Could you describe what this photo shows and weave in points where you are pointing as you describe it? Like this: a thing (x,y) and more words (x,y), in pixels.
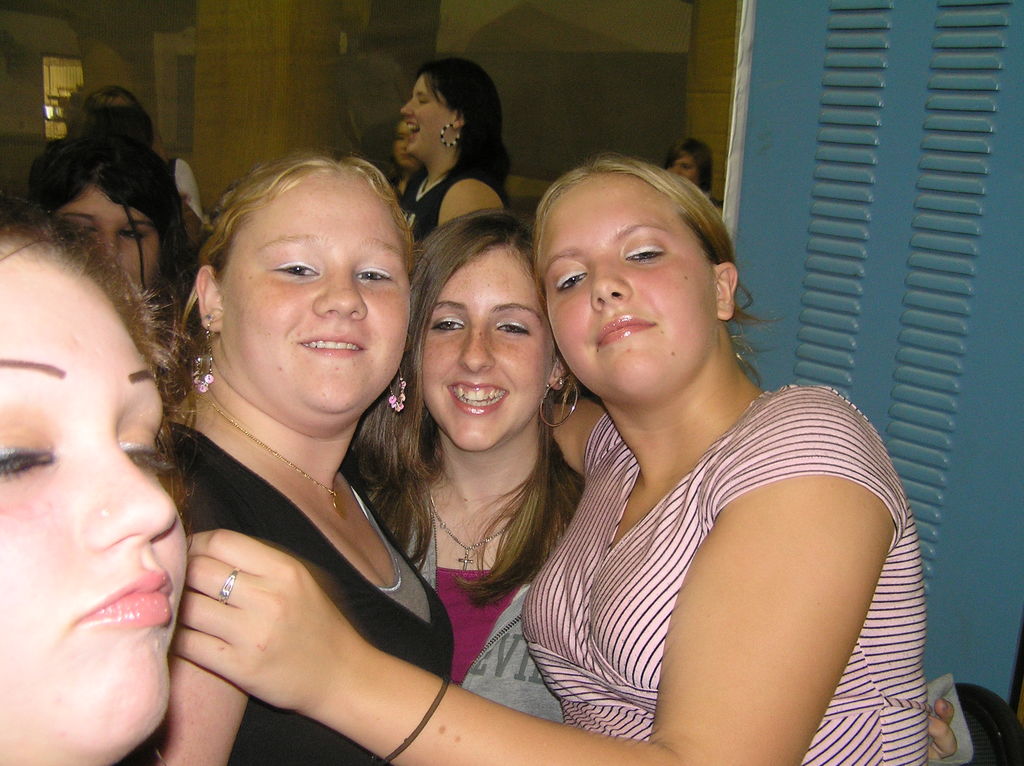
In this image I can see a crowd (481,576) on the floor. In the background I can see a wall (608,101), locker (841,304) and a window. This image is taken in a room (665,591).
